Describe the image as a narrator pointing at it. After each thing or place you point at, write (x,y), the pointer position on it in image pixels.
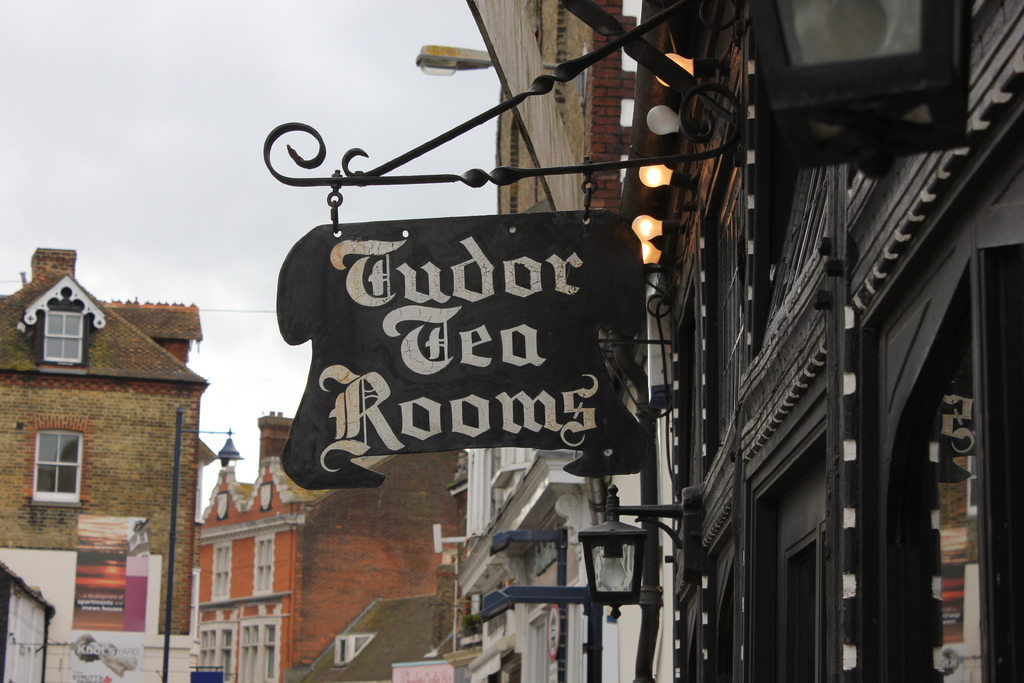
In this picture we can see many buildings (35,505). On the right (873,316) we can see the lights (800,145) & sign board (583,420) on this black wall (761,384). On the left (96,657) there is a black pole (167,607) near to the banner (141,659). On the left building (52,395) we can see the windows (48,340). At the top (227,95) we can see sky (224,88) and clouds (185,106).
